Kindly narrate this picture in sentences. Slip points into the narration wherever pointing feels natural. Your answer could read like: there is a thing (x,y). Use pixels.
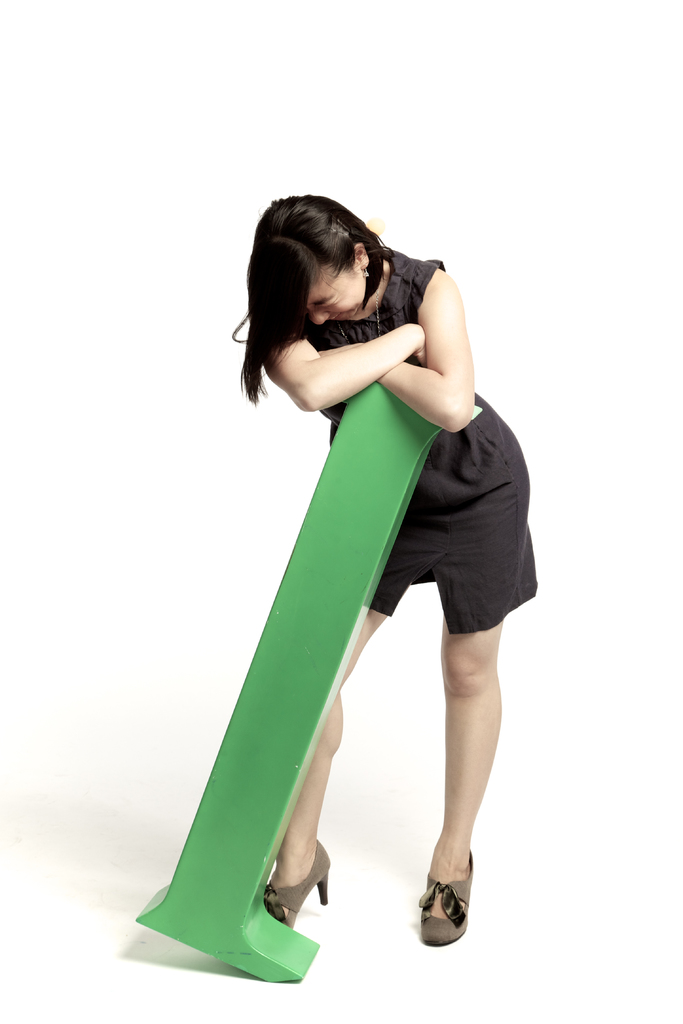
In the center of this picture (427,396) there is a person (420,280) wearing black color dress (460,482), holding a green color object (313,711) and standing on the ground (393,958). The background of the image (382,60) is white in color.
